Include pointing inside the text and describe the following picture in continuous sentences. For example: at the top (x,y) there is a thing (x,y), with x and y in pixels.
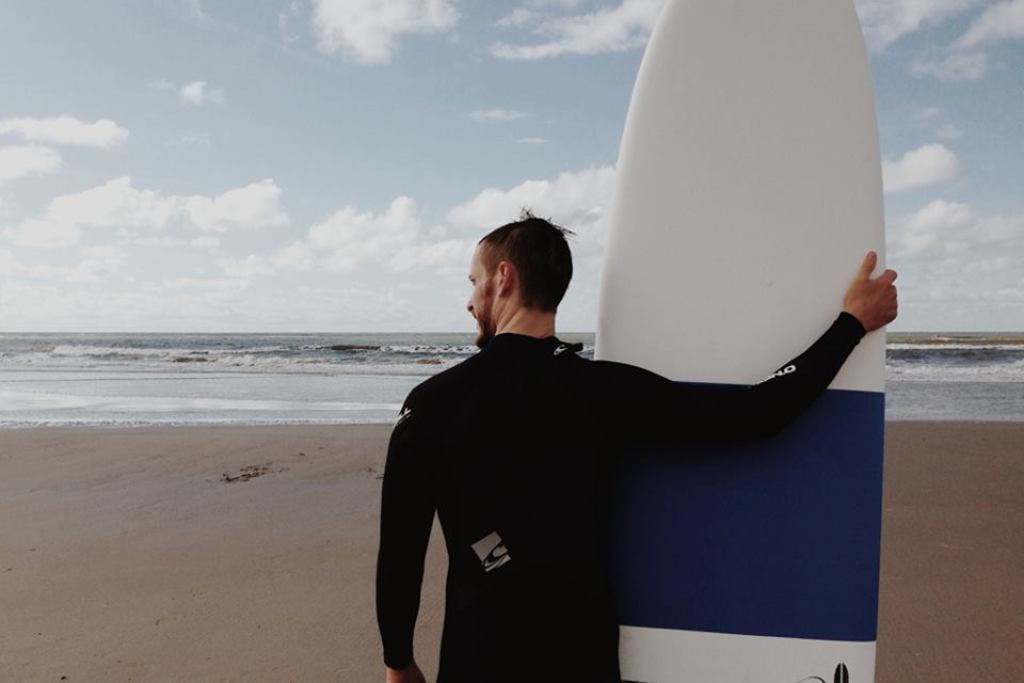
On the background (240,129) we can see sky (240,129) with clouds (184,208) and it seems like a cloudy day. This is a beach (343,541). In Front of a beach (304,633) we can see one man (562,443) holding a surf board (744,352).
